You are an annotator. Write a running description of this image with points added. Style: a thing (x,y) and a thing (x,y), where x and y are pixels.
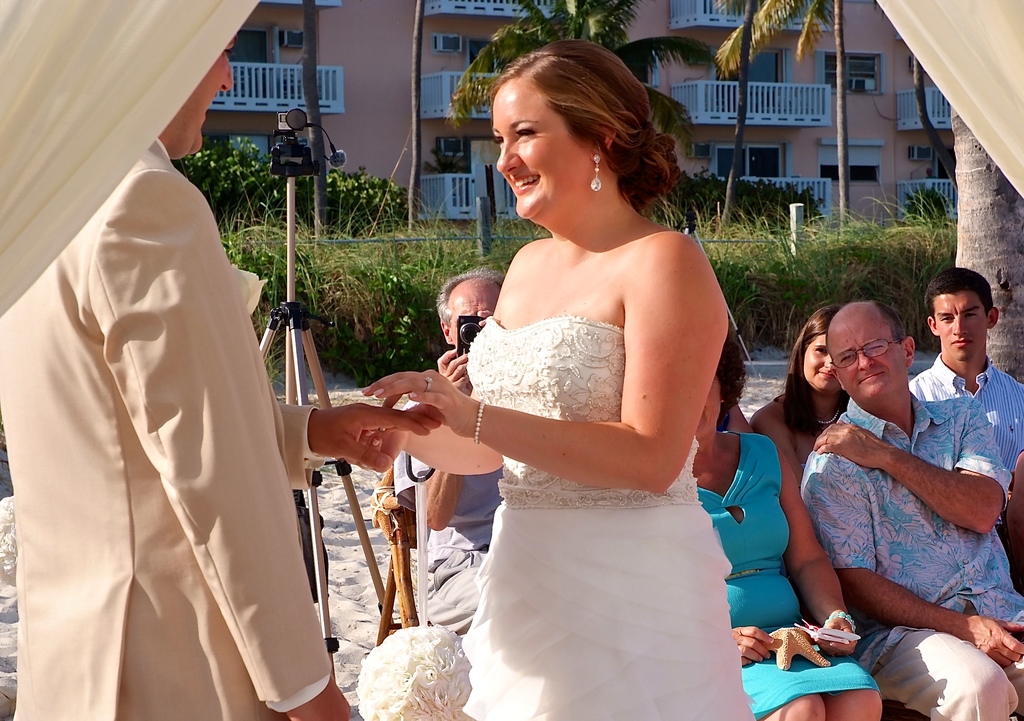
In this image there are few people (476,536) in the sand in which one of them is holding a camera (461,319) and taking a photo, there is a camera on the stand (300,360), there are few trees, plants (393,289) and a fence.
